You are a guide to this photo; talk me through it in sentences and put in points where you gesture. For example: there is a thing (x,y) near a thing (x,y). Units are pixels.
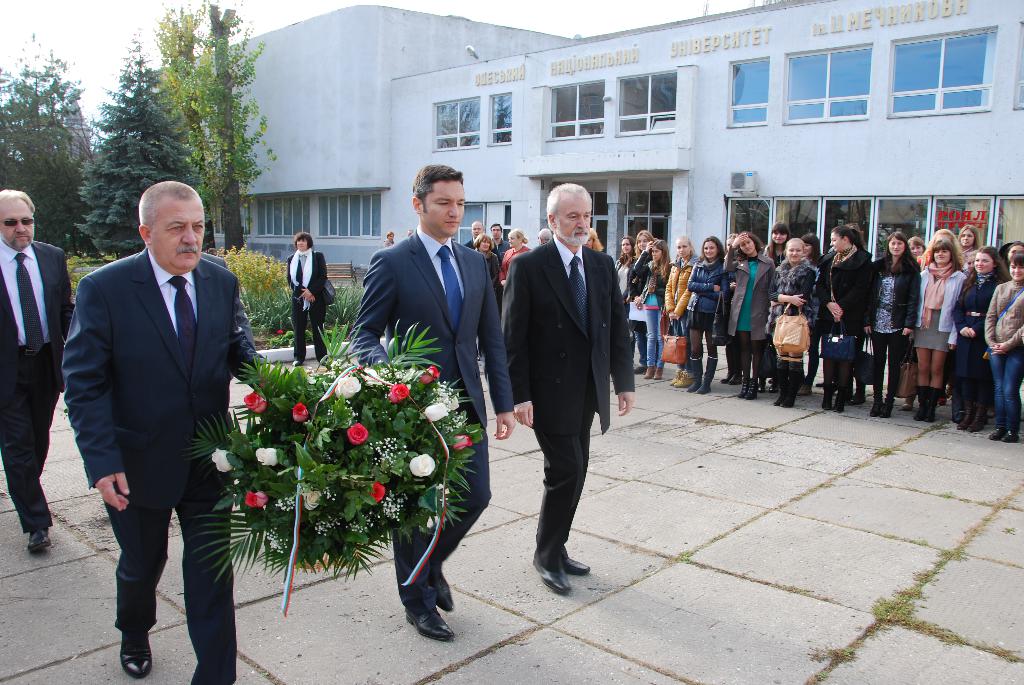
In this picture we can see two men (220,521) holding a flower bouquet (235,423) in their hands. We can see a few people (983,288) standing on the right side (920,248) and on the left side (46,276). There are a few plants (243,267) and trees (139,104) are visible on the left side (147,119). We can see some text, glass objects (745,121) and windows (595,229) on a building (582,44). There is the sky (658,20) on top of the picture (282,5).
